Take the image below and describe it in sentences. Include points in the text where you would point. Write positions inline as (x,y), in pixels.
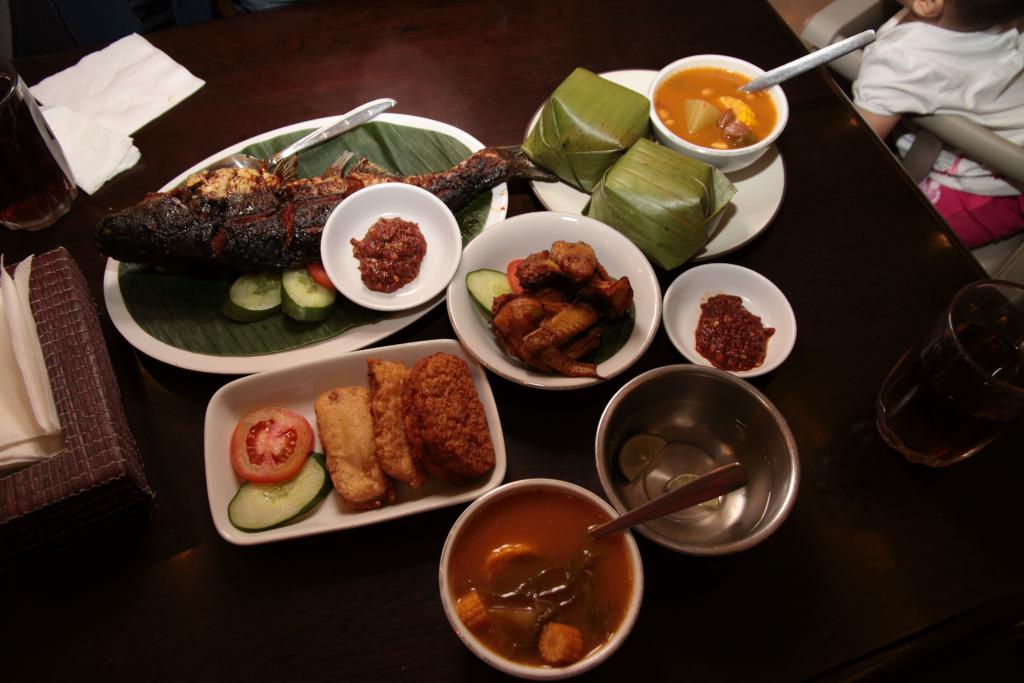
In this image I can see food items (417,241) in the plates (438,244) and bowls (401,215). Food (268,203) is in brown, red, white and orange color. I can see few objects (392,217) on the table (471,54).
